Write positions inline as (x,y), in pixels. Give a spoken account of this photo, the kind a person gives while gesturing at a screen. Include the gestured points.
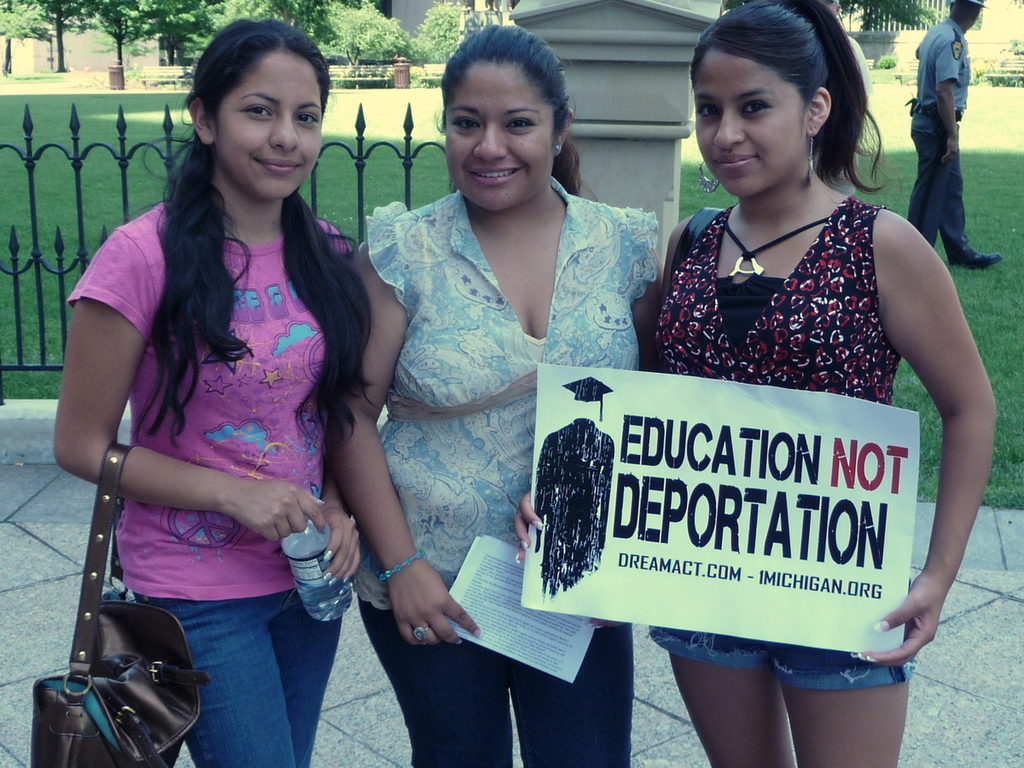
In this image we can see three ladies (836,282) standing and smiling. The lady (248,469) standing on the left (239,482) is holding a bottle (307,580) in her hand (325,511), next to her the lady (533,442) is holding papers (511,608) and the other lady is holding a board (571,443). In the background (913,53) there is a man (953,190), fence (33,175), trees (174,41) and benches (177,76).
